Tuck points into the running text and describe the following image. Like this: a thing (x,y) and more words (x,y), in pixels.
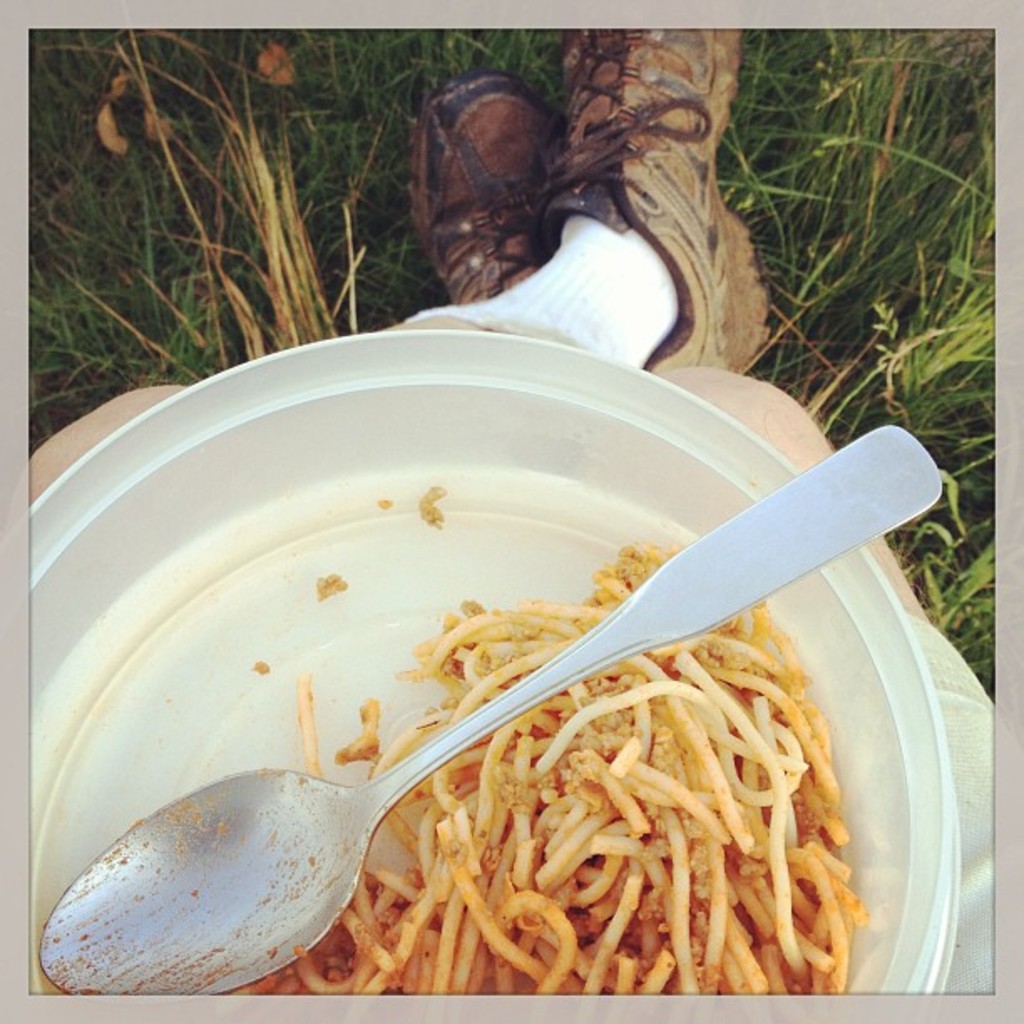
In the image in the center (675,366) we can see one person (572,273) sitting and holding plate (690,558). In plate (38,764), we can see spoon (834,541) and noodles (560,842). In the background (218,97) we can see grass (242,76).
